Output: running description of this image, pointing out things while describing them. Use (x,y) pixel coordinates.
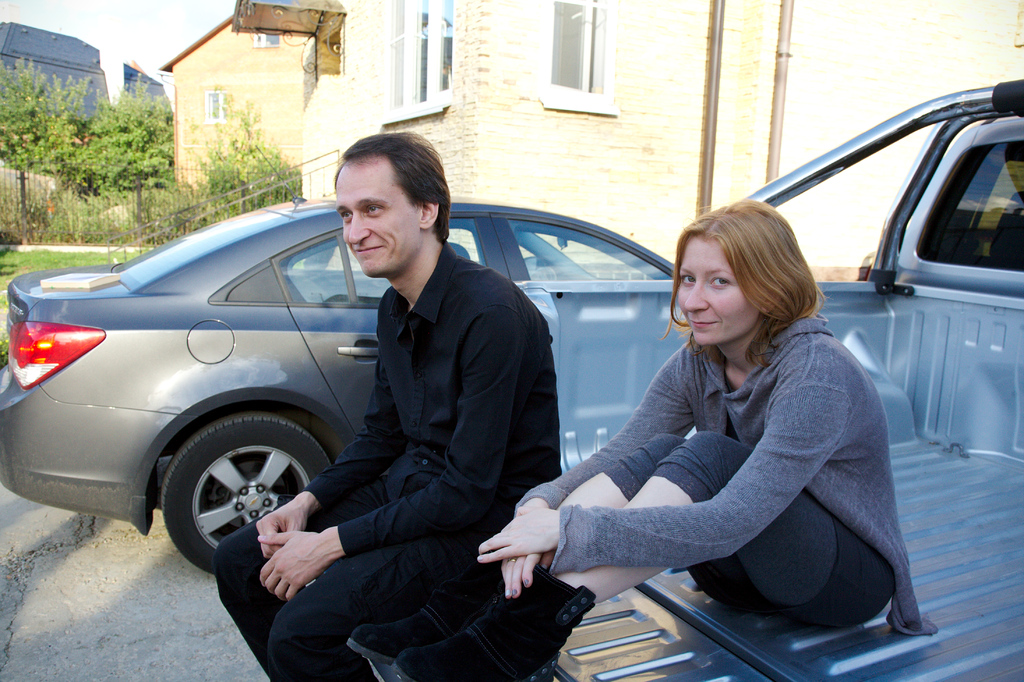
In the center of the image (483,306) we can see man (460,274) and lady (693,379) are sitting on a truck (641,374). In the background of the image (251,65) we can see building (284,162), fencing (273,177), trees (170,171), grass (114,256), car (305,251), windows (414,79), poles (786,21), roof (193,49). At the bottom of the image (152,651) we can see the ground (187,605). At the top of the image (211,12) we can see the sky (210,25).
